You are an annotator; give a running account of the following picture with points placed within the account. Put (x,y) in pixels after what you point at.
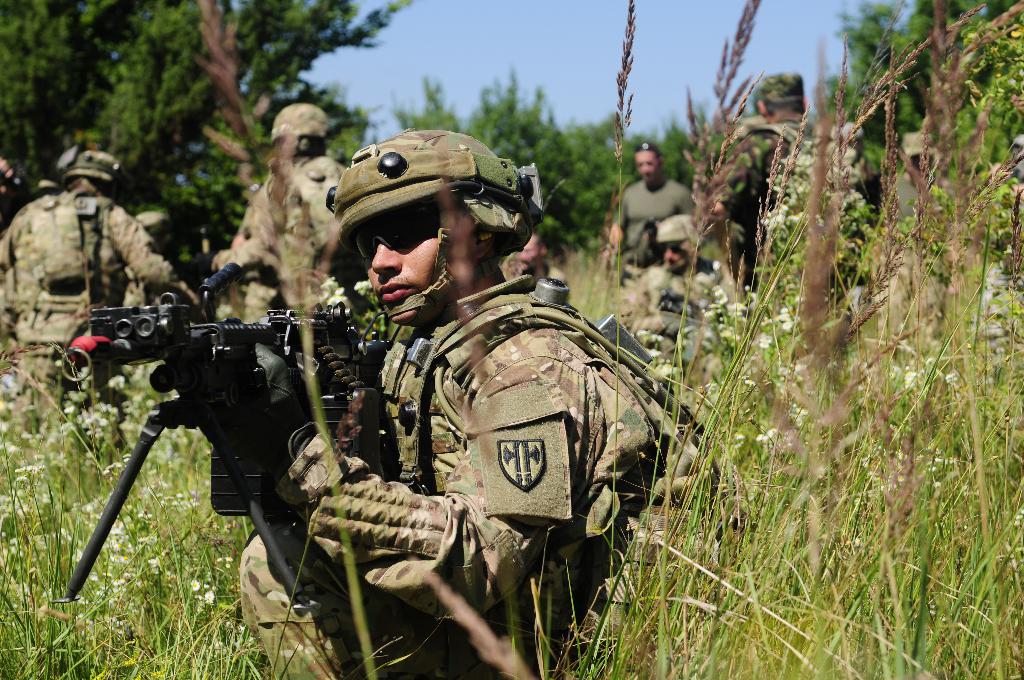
In the center of the image (421,299), we can see a person (513,311) wearing uniform (492,292) and a helmet (402,194) and glasses (400,237) and holding a gun (233,388). In the background (41,172), there are some other people (48,197) wearing uniforms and we can see guns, trees (489,114) and there is grass (746,539). At the top (474,32), there is sky (480,36).
